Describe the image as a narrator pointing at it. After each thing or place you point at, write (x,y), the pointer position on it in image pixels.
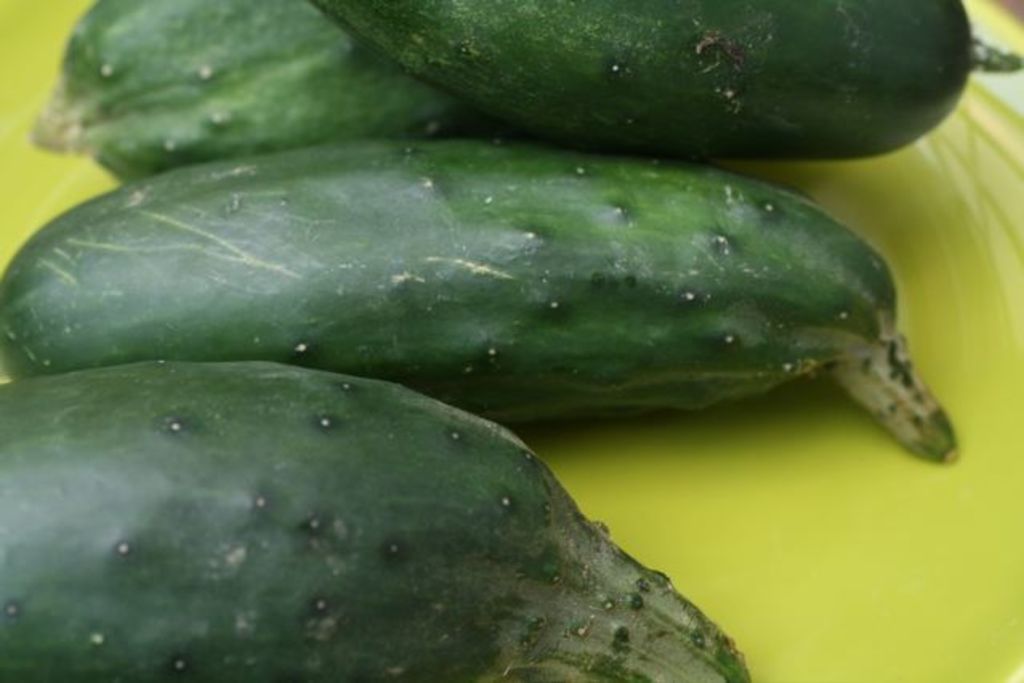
In the image we can see a vegetable (588,266) and a plate (822,554) which is in parrot green color and the vegetable (571,210) is in dark green color.
